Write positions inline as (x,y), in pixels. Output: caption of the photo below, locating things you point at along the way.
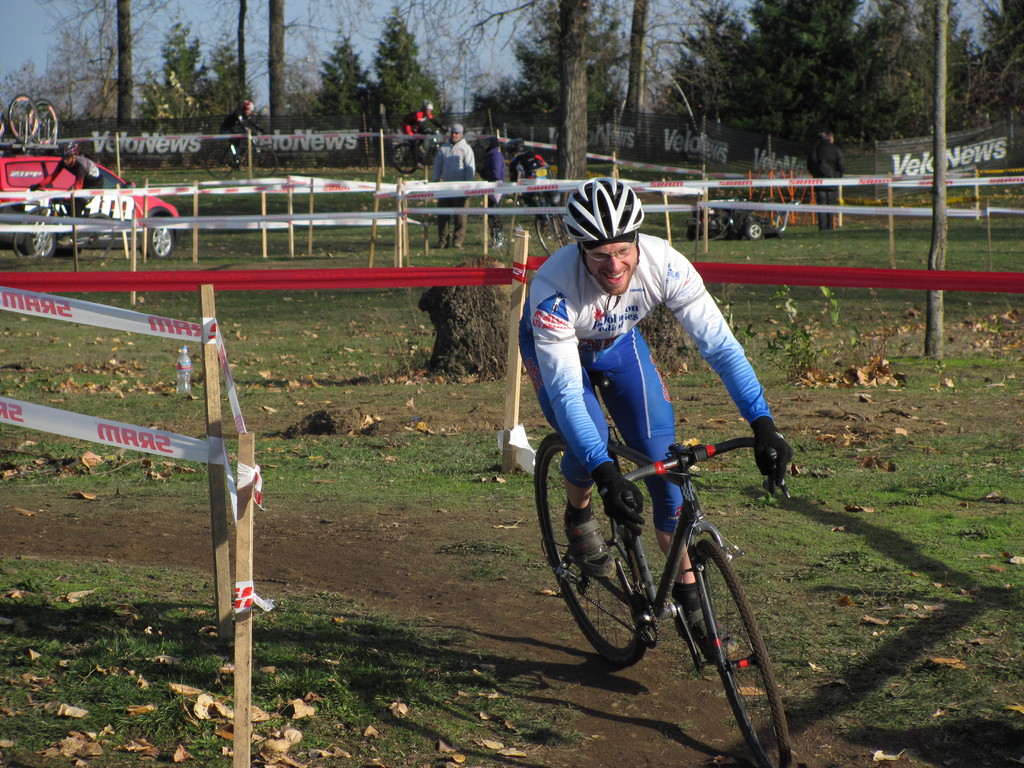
In this image there is ground (428,664) at the bottom (415,666). There are wooden objects (249,759), trees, vehicles (28,175) and there is a person (72,155) on the left corner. There is a person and a bicycle (589,568) in the foreground (609,395). There are people (455,145), trees (719,115), wooden objects (311,187), vehicles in the background (398,179). There is sky (473,70) at the top (482,56). And there is a poster (1012,163), there are trees (1002,104) on the right corner (940,148).
